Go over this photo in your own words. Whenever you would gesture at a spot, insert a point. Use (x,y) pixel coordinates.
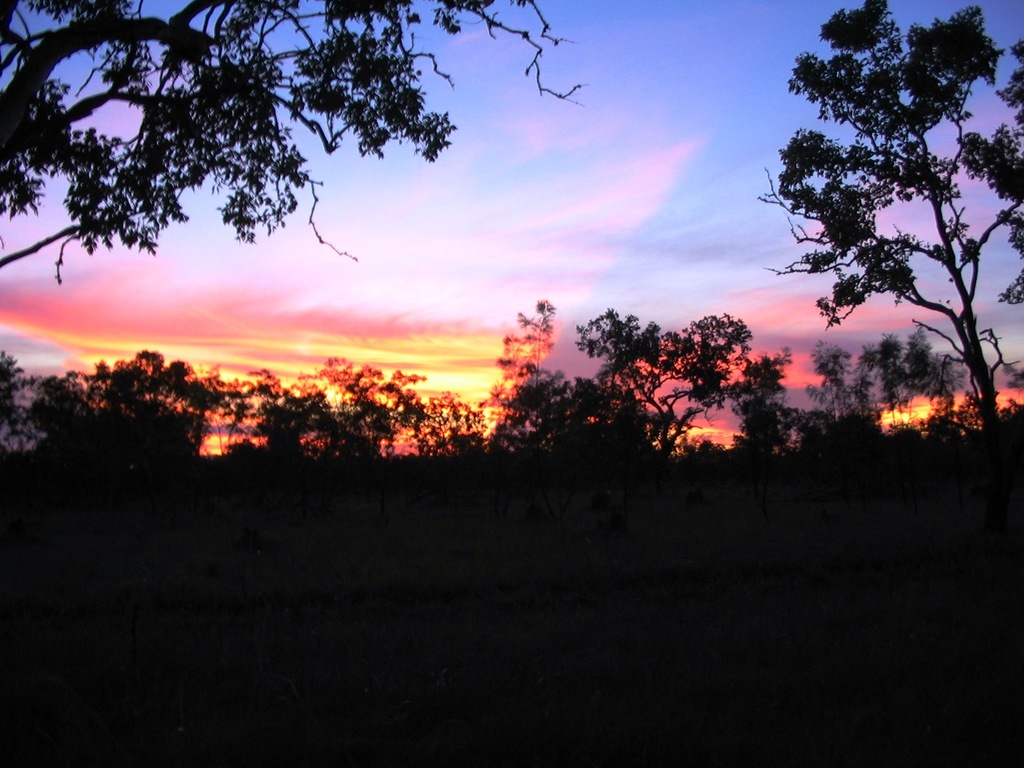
In this picture we can see few trees (664,462), in the background (479,341) we can find clouds (503,283).
